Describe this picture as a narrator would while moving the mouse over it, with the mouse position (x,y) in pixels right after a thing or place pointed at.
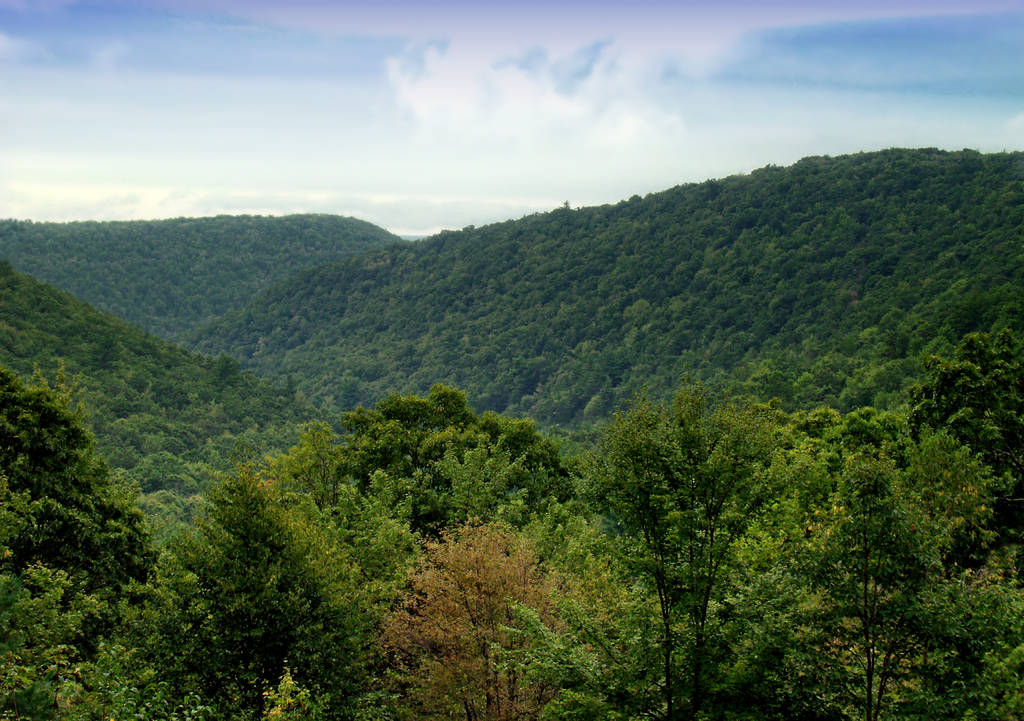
In this picture, we can see trees (384,495), mountains (328,346) covered with trees (419,253) and the sky (623,86) with clouds (667,68).
